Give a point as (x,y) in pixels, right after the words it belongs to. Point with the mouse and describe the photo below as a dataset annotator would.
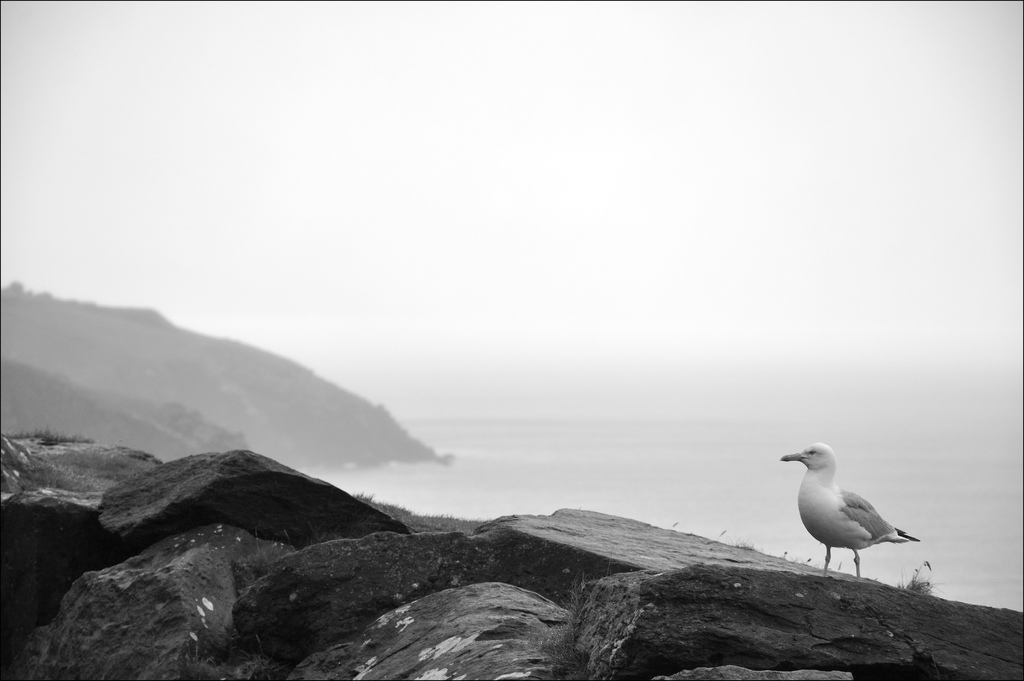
In the image in the center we can see stones (718,651). On stone (785,592), we can see one white color bird (827,496). In the background (754,206) we can see sky (588,240), clouds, hill (121,314) and water (642,424).
